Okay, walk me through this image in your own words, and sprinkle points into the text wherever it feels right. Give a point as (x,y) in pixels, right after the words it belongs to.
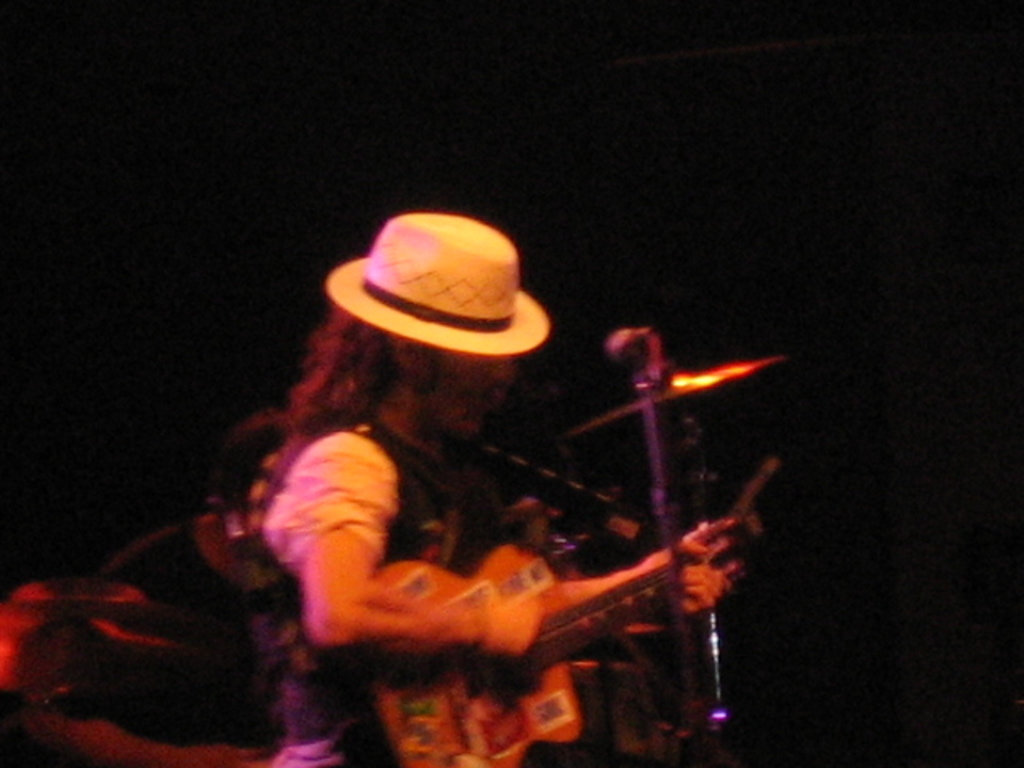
In this image there is a man (418,435) playing guitar (540,618) in front of a mic (652,393), in the background (669,428) it is dark.
